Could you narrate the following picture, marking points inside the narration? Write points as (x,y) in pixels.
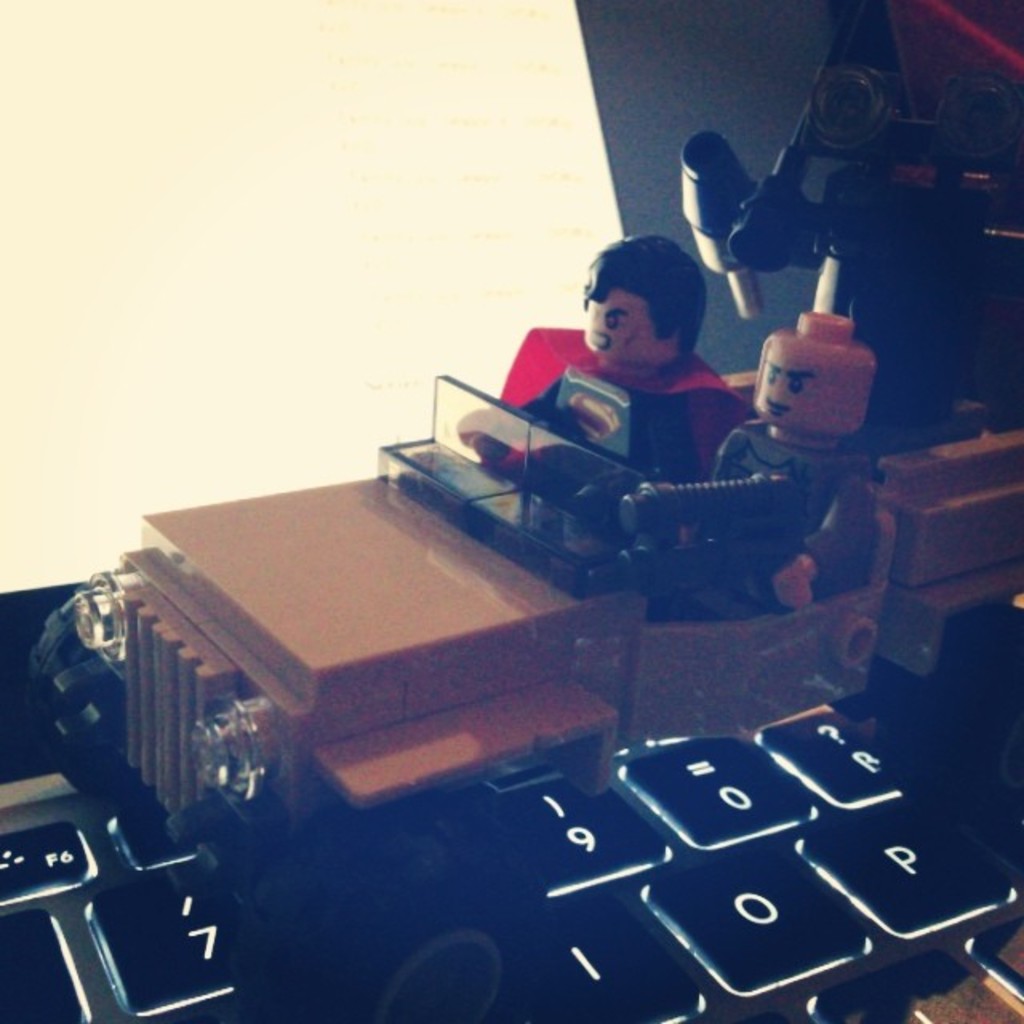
On this keyboard (987,843) we can see toy car (407,646) and toys (722,385).
